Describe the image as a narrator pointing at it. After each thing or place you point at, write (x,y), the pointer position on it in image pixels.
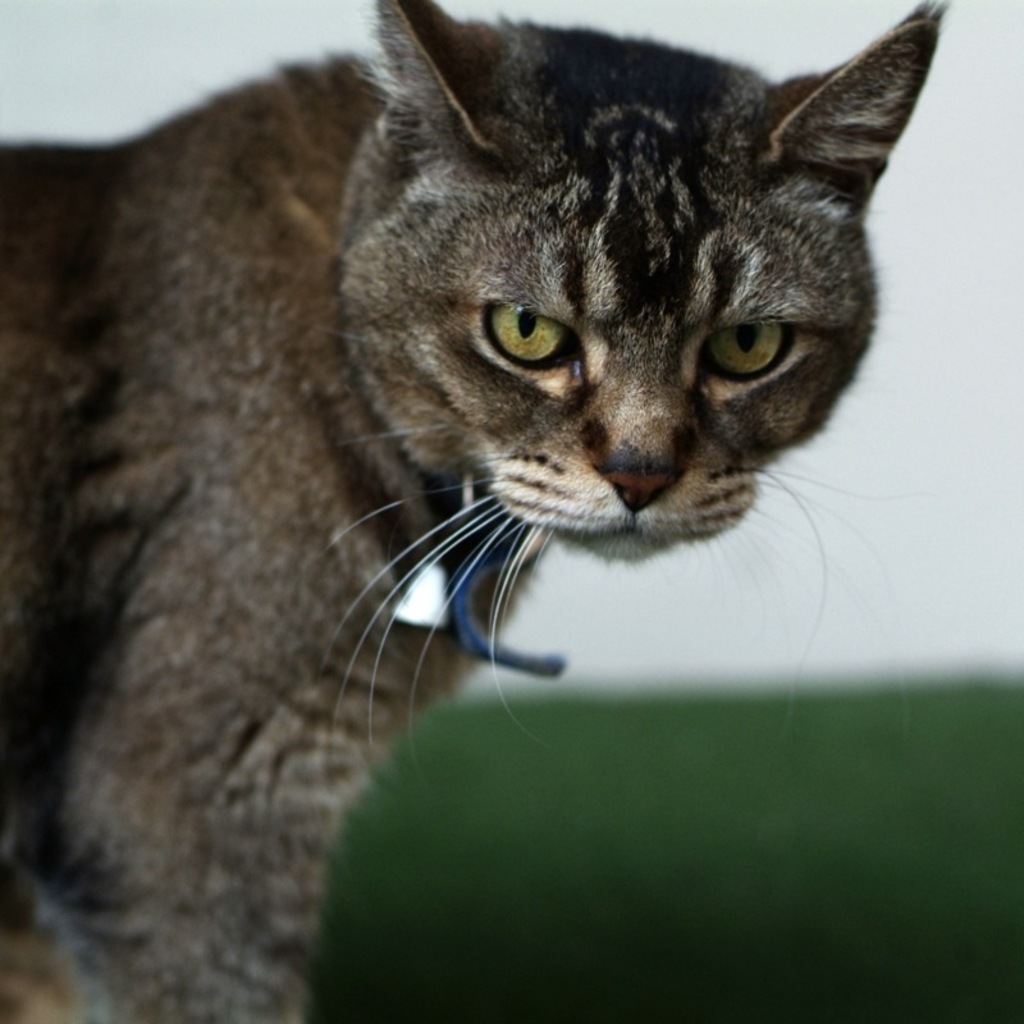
In this picture there is a cat (692,374). I can see the rope (526,656) on his neck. In the back (595,636) I can see the wall (585,621).
